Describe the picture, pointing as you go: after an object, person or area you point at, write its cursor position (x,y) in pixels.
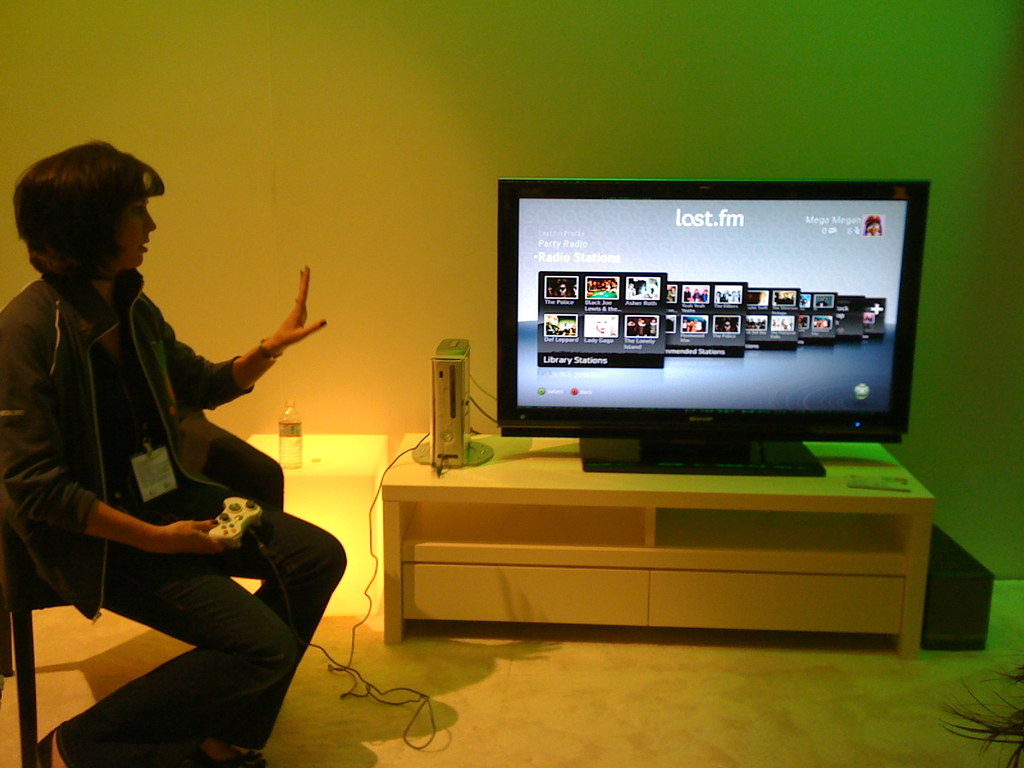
In this picture, there is a woman (94,335) sitting on the chair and holding a remote (220,538). She is wearing a black jacket (174,450) and black trousers (170,709). Towards the right (810,468), there is a television (694,313) on the table (668,579). Beside the television (501,400), there is a device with a wire (372,516). On the screen (744,315), there are some pictures (573,280) and text (579,261). Behind the television (732,263), there is a wall (494,153).
